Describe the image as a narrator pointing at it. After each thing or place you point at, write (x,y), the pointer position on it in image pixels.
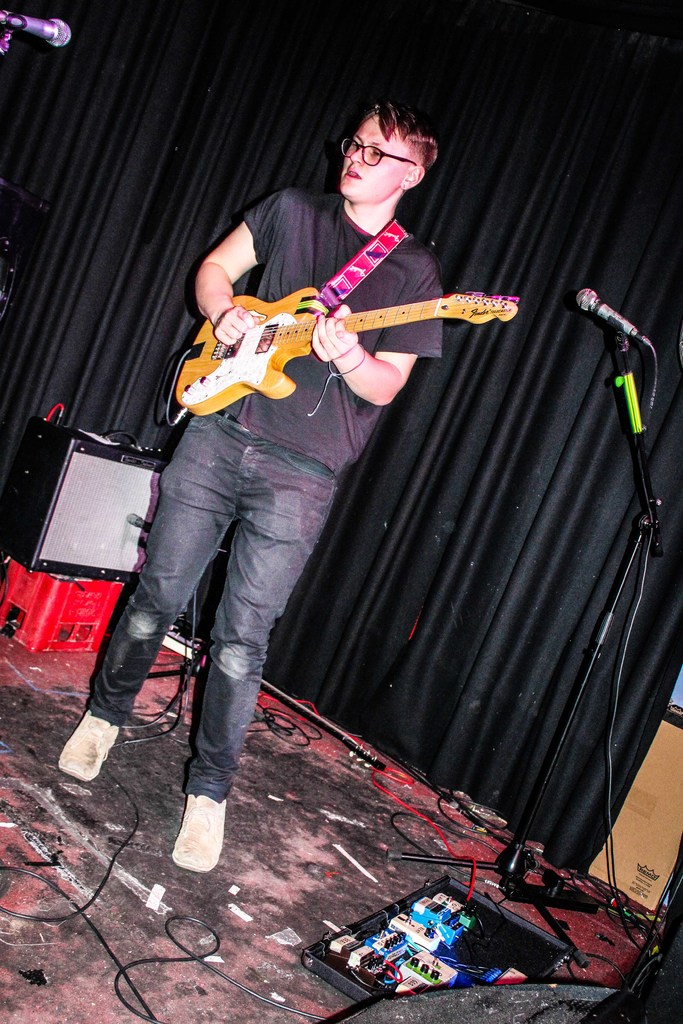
On the background (433,450) we can see a black colour curtain (451,190). Here we can see a man (319,274) wearing spectacles (370,151) standing beside a mike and playing guitar (271,377) On the platform (268,930). This is a device (70,557).
